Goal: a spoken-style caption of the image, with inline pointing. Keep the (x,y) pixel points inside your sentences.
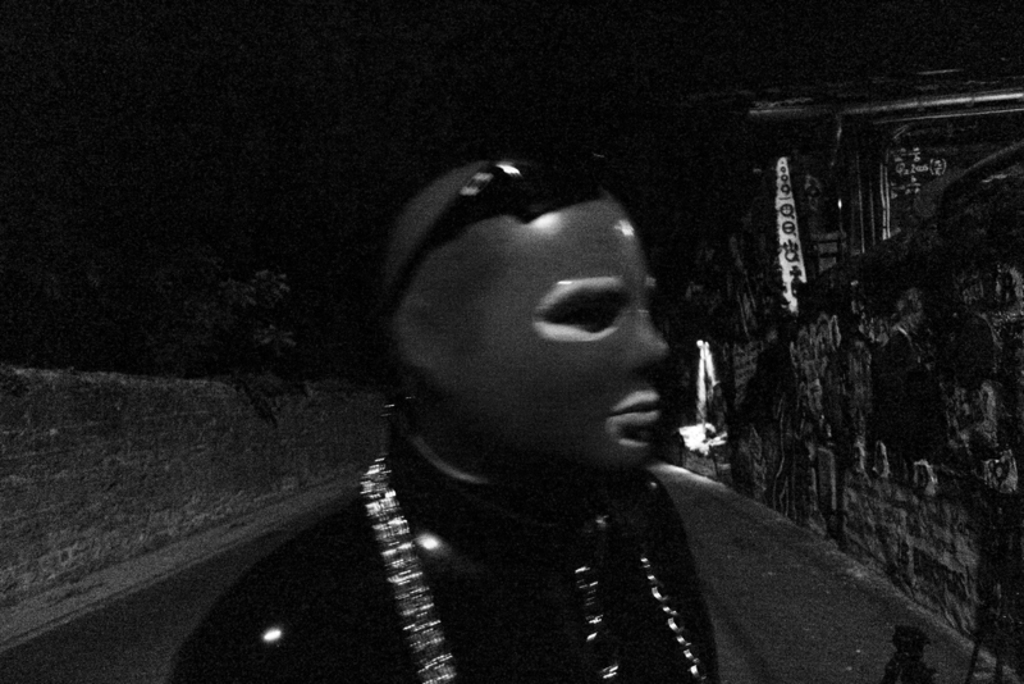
In this image I can see the black and white picture in which I can see a person (450,426) wearing black colored dress (409,683), face mask (464,441) and goggles (474,218) is standing on the road (781,575) and I can see walls (137,508) on both sides of the road (798,611), few trees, a building (876,226) and the dark sky (255,105) in the background (398,90).
